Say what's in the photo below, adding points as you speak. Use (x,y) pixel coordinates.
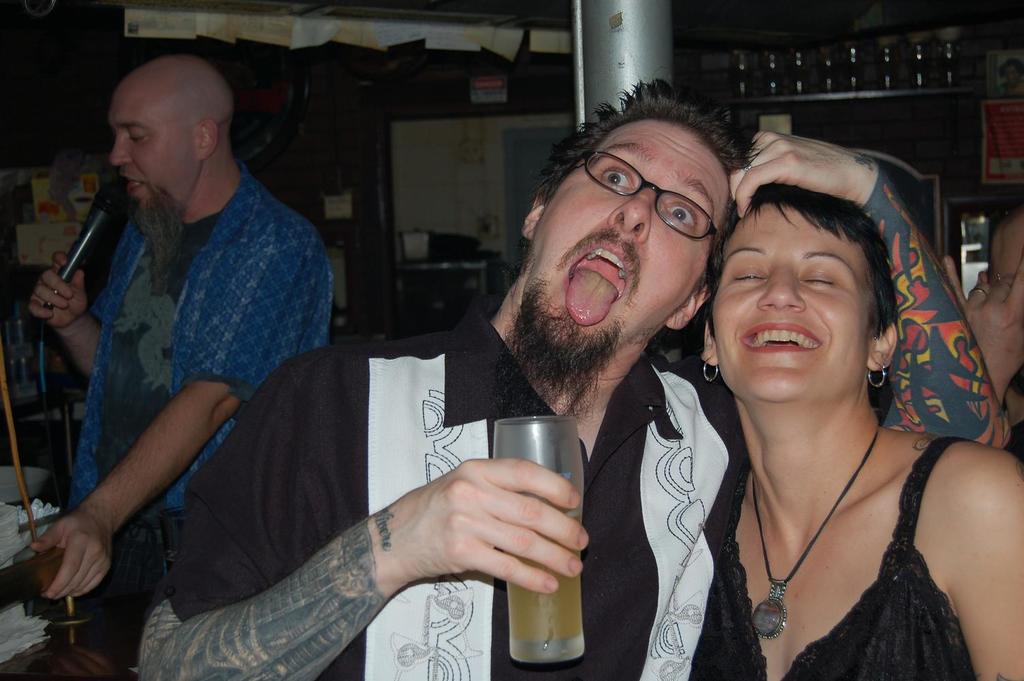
in this image there is a person (283,592) with black shirt (239,553) and tattoo (318,575) on his right hand (367,562) and he is holding the glass (555,614). There is a woman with black dress (920,600) standing and laughing. At the back (144,347) there is a man (202,418) with blue shirt (261,295), he is holding a microphone (82,237). At the back (430,228) there is a door (423,212). At the top (150,22) there are papers (160,30).
